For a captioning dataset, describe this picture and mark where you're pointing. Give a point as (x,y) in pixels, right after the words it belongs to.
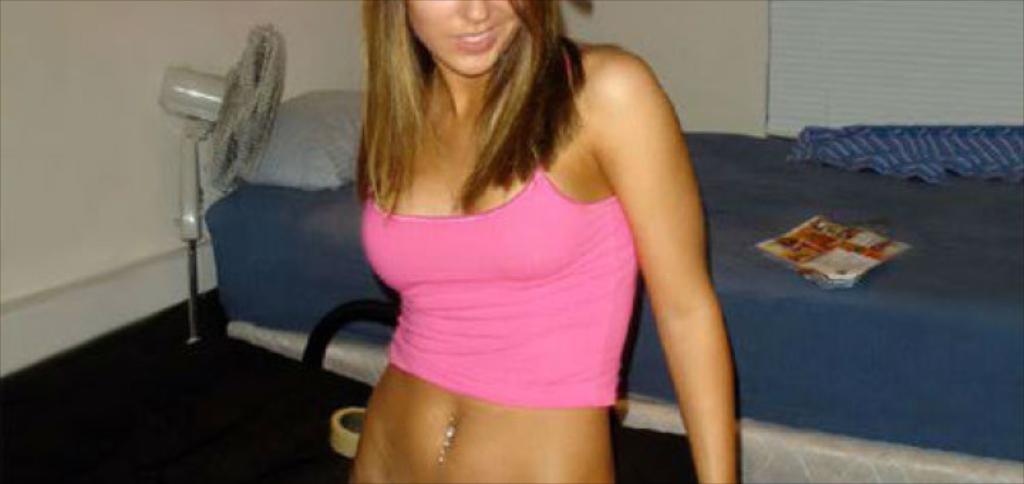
In the picture there is a woman (491,147) standing in front of a bed (747,251), she is wearing pink top (533,310) and behind the woman (382,105) there is a table fan (187,160).
